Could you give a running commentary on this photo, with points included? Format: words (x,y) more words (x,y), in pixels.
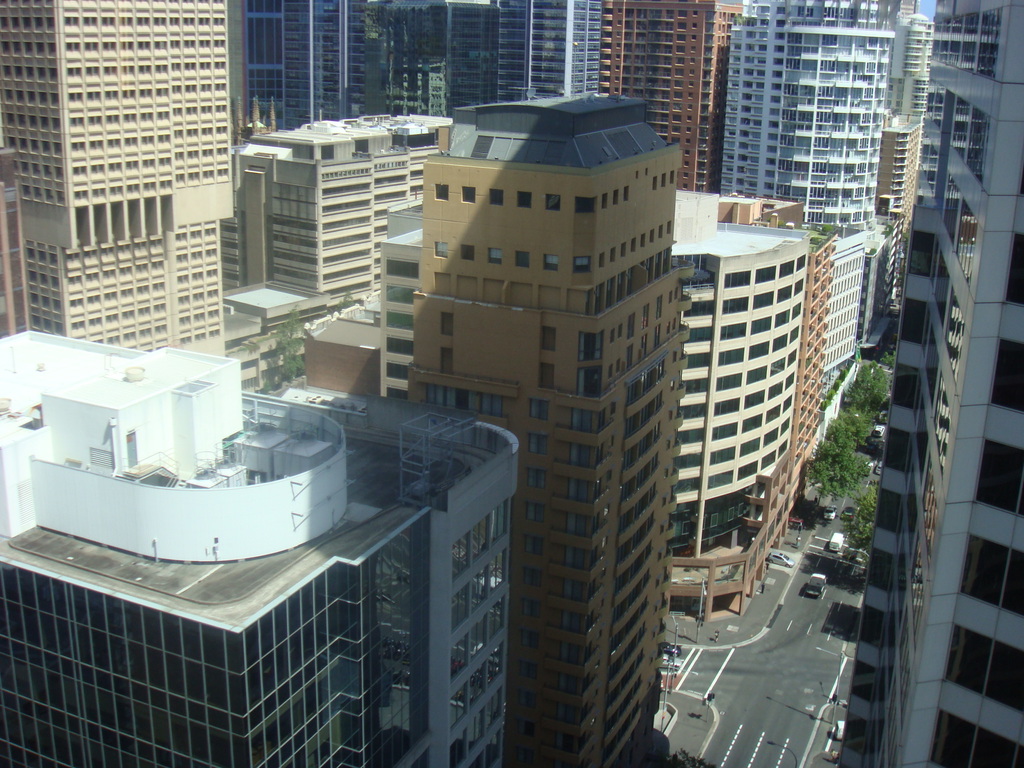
This is the picture of a city (543,568). In this image there are buildings (497,391). At the top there is sky (921,6). At the bottom (813,585) there are trees (692,767) and there are vehicles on the road (769,715) and there are poles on the footpath (680,638).
